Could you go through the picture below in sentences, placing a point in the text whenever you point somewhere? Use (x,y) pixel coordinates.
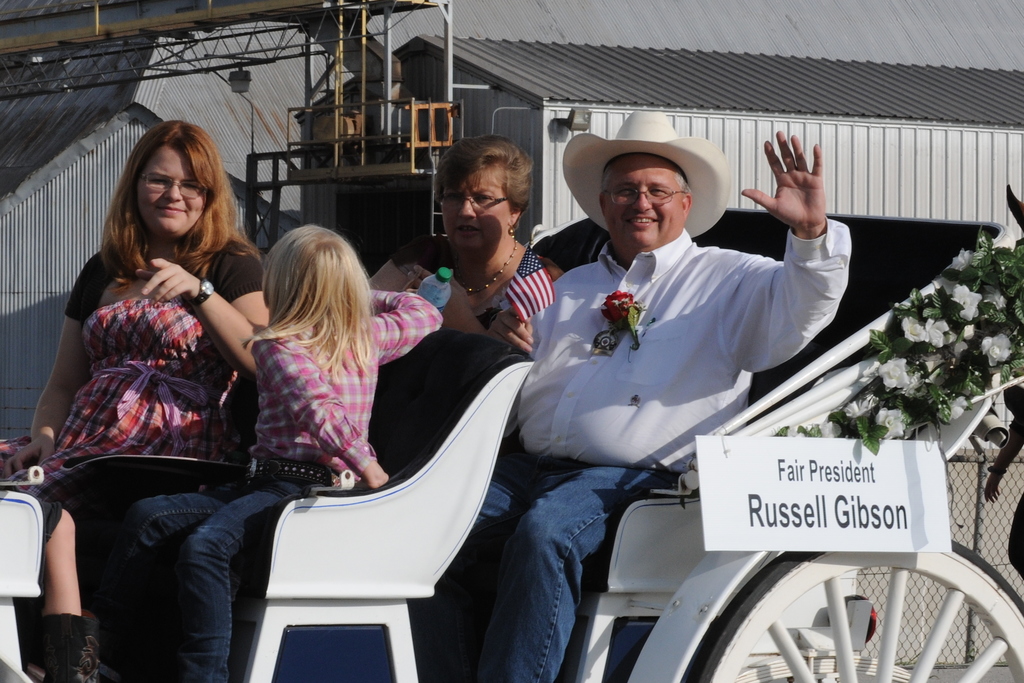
In this image we can see persons (425,317), bottle (444,289), flag (533,294) and some other objects (415,443). In the background of the image (560,106) there are iron sheets (607,68), lights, iron objects (382,84) and other objects (434,130). On the right side of the image (987,316) there are leaves (973,385), flowers (988,345), name board (940,466), a person (988,488) and other objects (878,571).
